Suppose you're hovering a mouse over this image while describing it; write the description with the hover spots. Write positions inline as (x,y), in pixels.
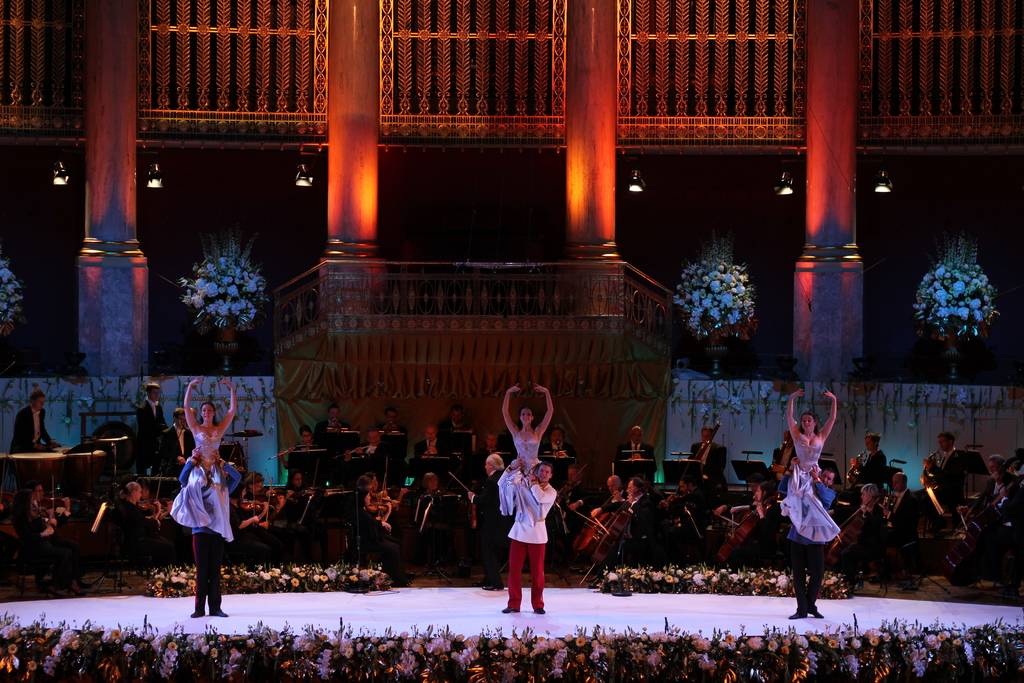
In this image I can see there are few persons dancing on the stage (641,608) and the stage (333,607) is decorated with flowers (616,641). And few are playing musical instruments (624,516). And at the back (256,188) there is a building (127,103) with flower pots (228,294).
